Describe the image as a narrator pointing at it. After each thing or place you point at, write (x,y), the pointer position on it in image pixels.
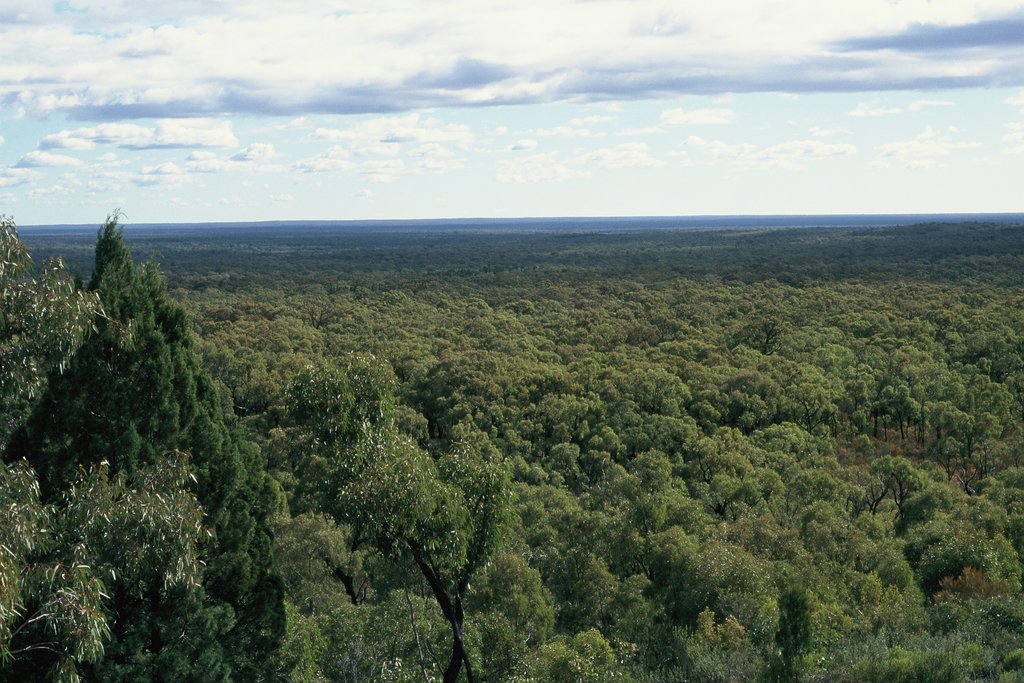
In this image we can see a large group of trees (519,467). On the backside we can see the sky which looks cloudy.
